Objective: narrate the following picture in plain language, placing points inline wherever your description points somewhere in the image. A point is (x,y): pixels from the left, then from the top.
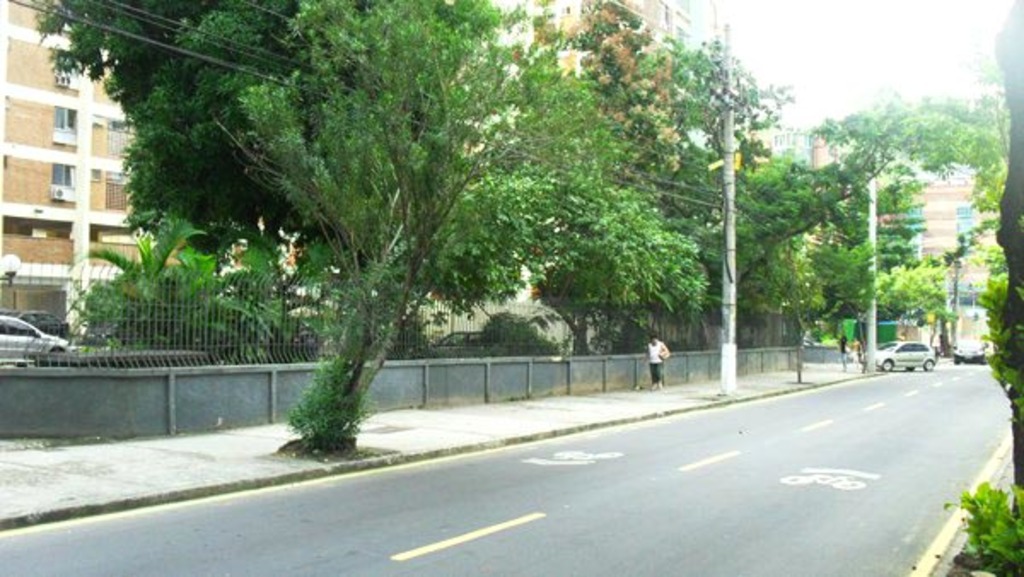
In this image there is a road (918,423) and we can see cars (910,365) on the road (824,391). There are people (660,343) and we can see a fence (145,363). In the background (302,254) there are trees (910,134), poles (725,77), buildings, wires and sky (754,63).
